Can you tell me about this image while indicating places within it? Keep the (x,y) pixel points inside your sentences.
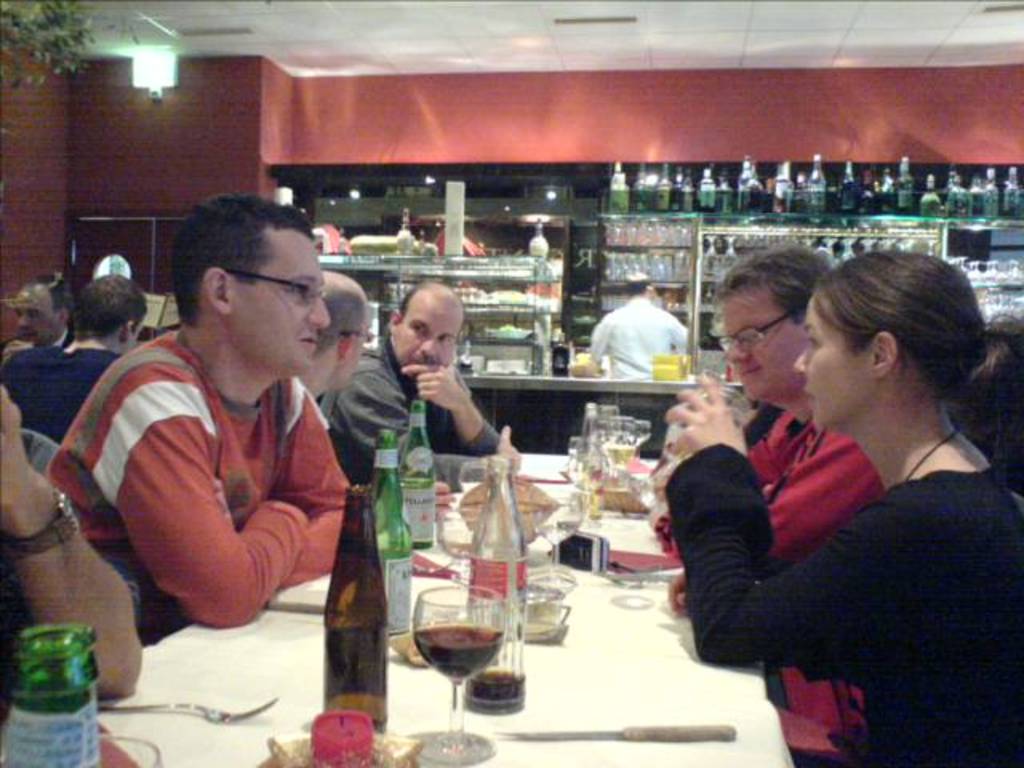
A group of people (845,337) are sitting together on the dining table (696,684) there are beer glasses (611,459) and wine glasses (537,578) on this table (500,717) and there is a light (159,97) in the left (159,97).
